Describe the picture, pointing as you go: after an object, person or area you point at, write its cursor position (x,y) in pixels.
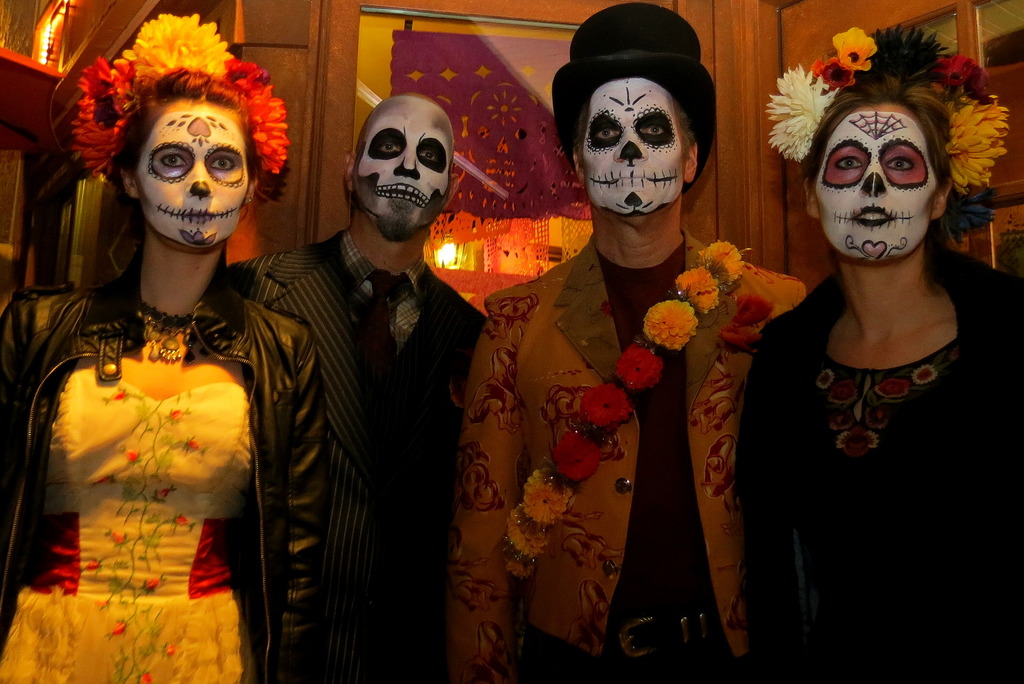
In this image we can see a group of persons (514,367) are standing, here is the painting (882,177) on the face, she is wearing the flowers head wear (105,76).
